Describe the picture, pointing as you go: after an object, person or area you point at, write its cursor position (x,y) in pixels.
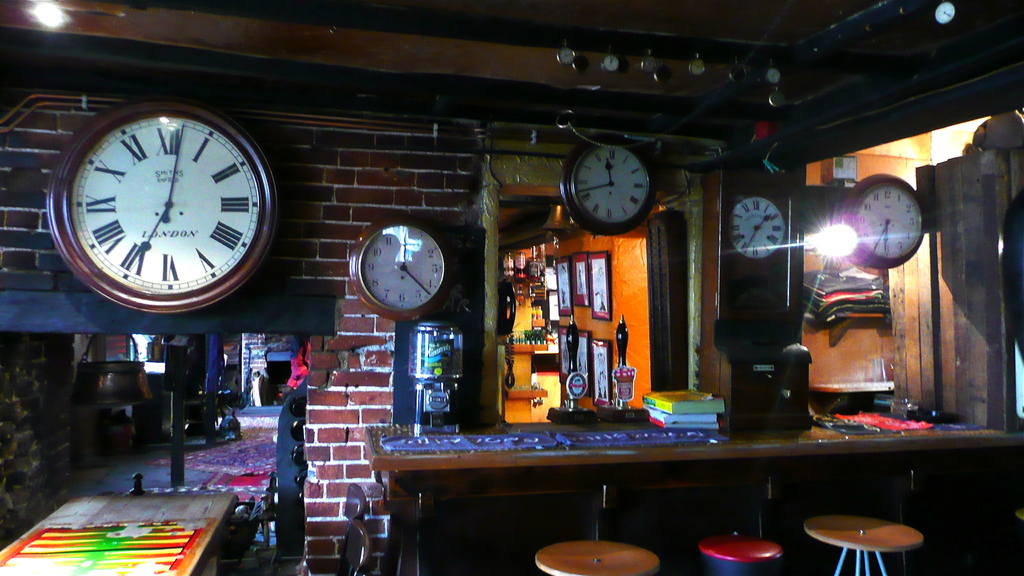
In this image we can see some clocks (898,235) on the wall (361,330). On the left side of the image (115,378) we can see a vessel (118,391) and some chairs (360,554) placed on the surface (276,561). In the foreground of the image (503,550) we can see a container (434,408), some books (704,427) and a clock (769,392) placed on the table (667,486), we can also see some stools (621,546). In the right side of the image (861,300) we can see some objects (861,300) placed on racks (847,323). In the center of the image (569,299) we can see some photo frames (560,290) on the wall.
